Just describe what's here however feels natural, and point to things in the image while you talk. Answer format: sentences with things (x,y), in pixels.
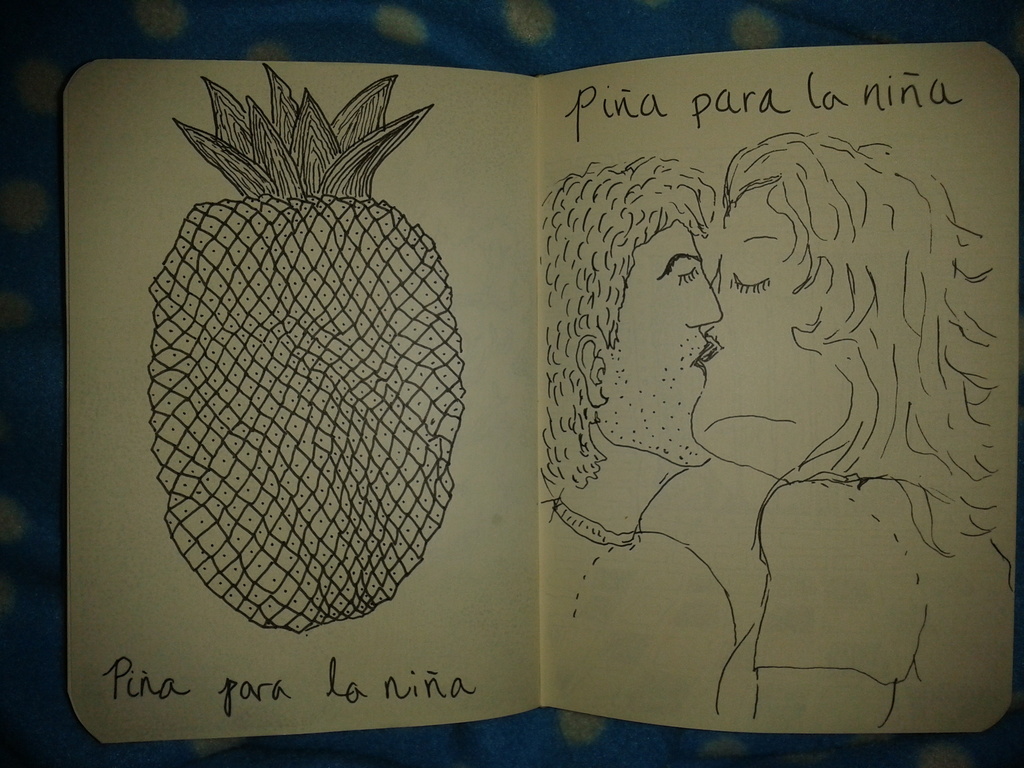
In this image I can see drawings (652,528) are on the papers (521,293). Something is written on the papers (634,83). In the background of the image (566,39) there is a cloth (684,50).
